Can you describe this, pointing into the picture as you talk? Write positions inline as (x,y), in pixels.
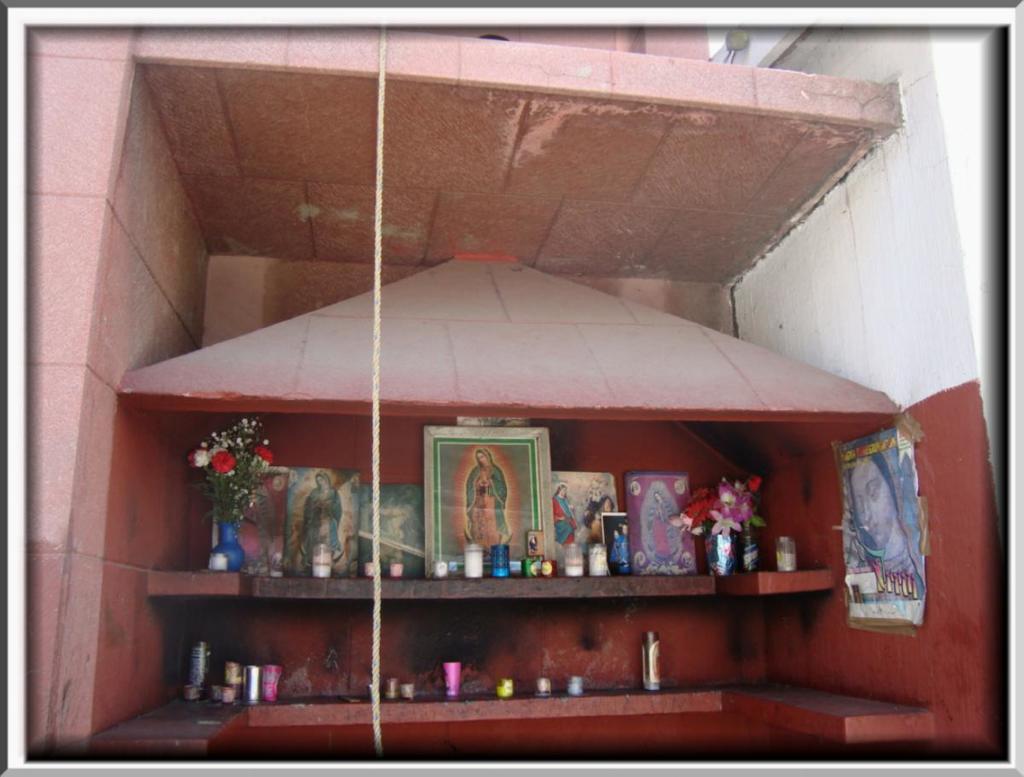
In this image there is a shelf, in that shelf (324,541) there are photo of virgin mary (312,527) and flower vase (714,551).
